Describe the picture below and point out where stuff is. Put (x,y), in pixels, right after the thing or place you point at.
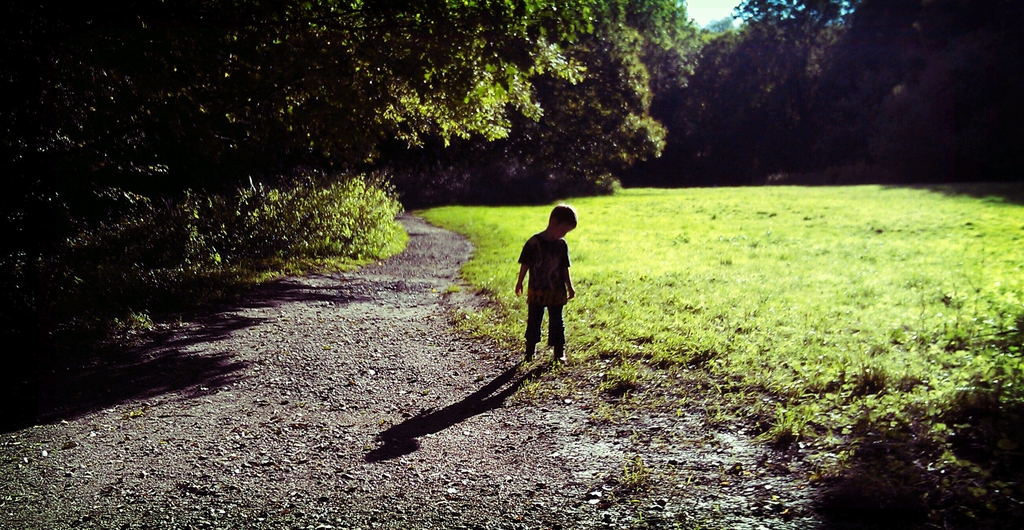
In this picture we can see a kid (547,269) standing here, at the bottom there is grass (812,269), we can see some trees (537,94) in the background (560,68).
